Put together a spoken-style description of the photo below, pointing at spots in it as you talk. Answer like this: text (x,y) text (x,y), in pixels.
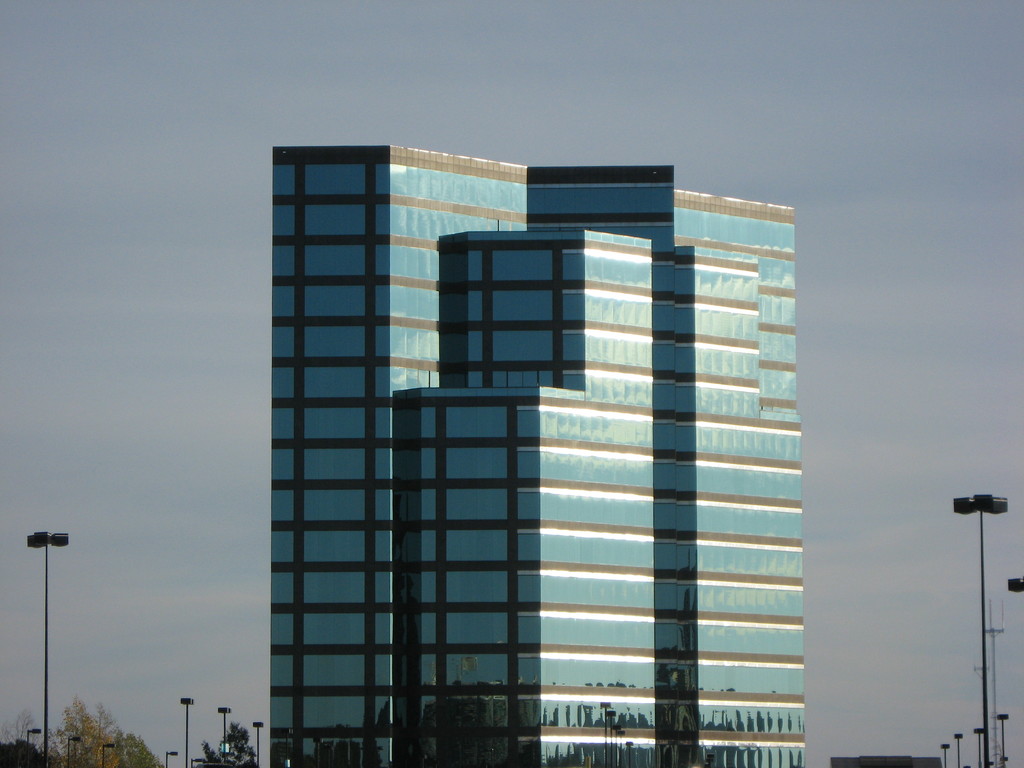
In this image I can see the buildings (500,539). On both sides of the buildings (366,637) I can see the poles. To the left (127,759) I can see the trees (250,763). In the background (193,747) I can see the sky (525,143).
